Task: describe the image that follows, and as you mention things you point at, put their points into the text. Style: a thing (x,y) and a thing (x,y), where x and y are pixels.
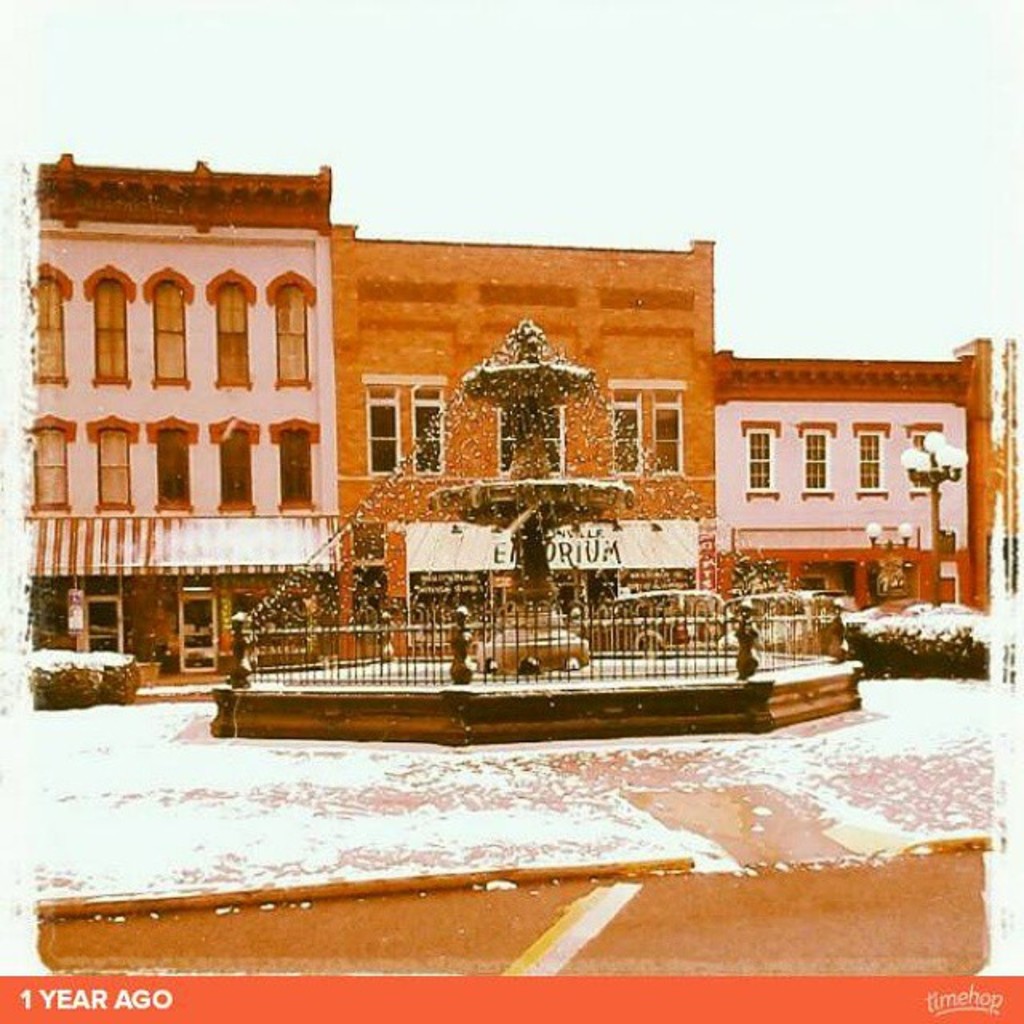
In this image I can see a fountain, background (550,256) I can see a building (954,381) in brown color, few light poles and the sky (658,118) is in white color.
